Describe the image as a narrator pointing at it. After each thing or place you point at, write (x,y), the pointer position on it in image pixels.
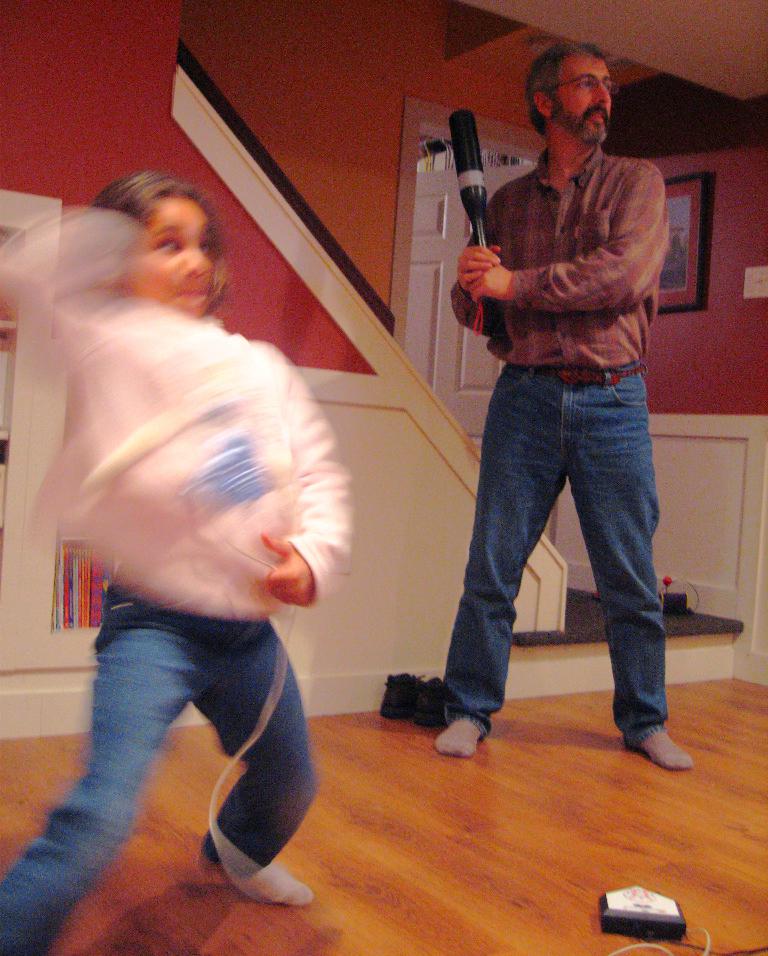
In this image I can see two persons (229,480) standing. In front the person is wearing pink and blue color dress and holding some object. In the background (689,211) I can see the frame (712,190) attached to the wall (702,338) and the wall (318,100) is in red color and I can see the door (448,244) in white color.
